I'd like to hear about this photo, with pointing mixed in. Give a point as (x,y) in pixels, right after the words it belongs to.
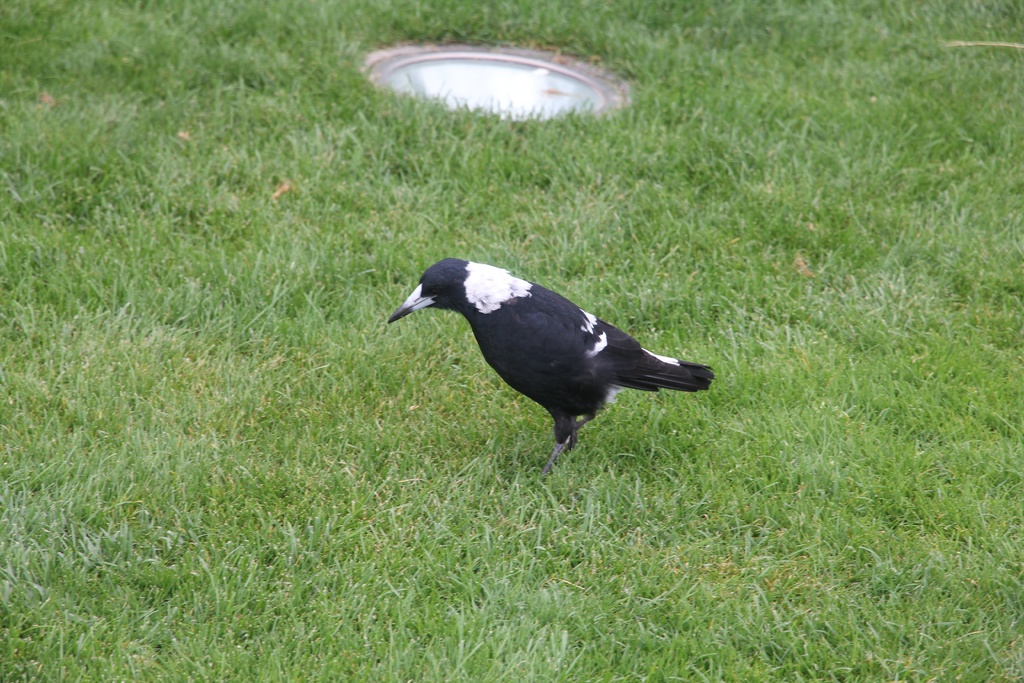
In the image there is a bird (531,347) standing on the ground (540,418). The bird (526,355) is having black and white feathers (521,348) and black and white beak (415,309). The ground (318,439) is covered with grass (718,551).
